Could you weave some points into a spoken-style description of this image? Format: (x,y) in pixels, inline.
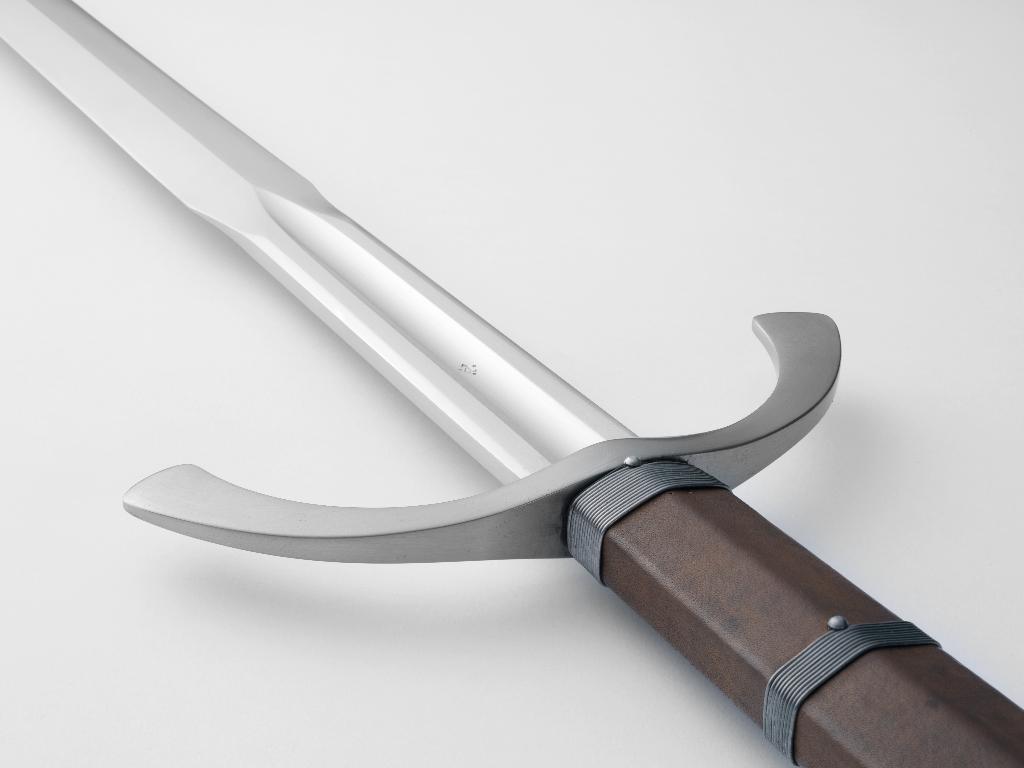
In the image we can see the sword (374,261) on the white surface (483,227).
